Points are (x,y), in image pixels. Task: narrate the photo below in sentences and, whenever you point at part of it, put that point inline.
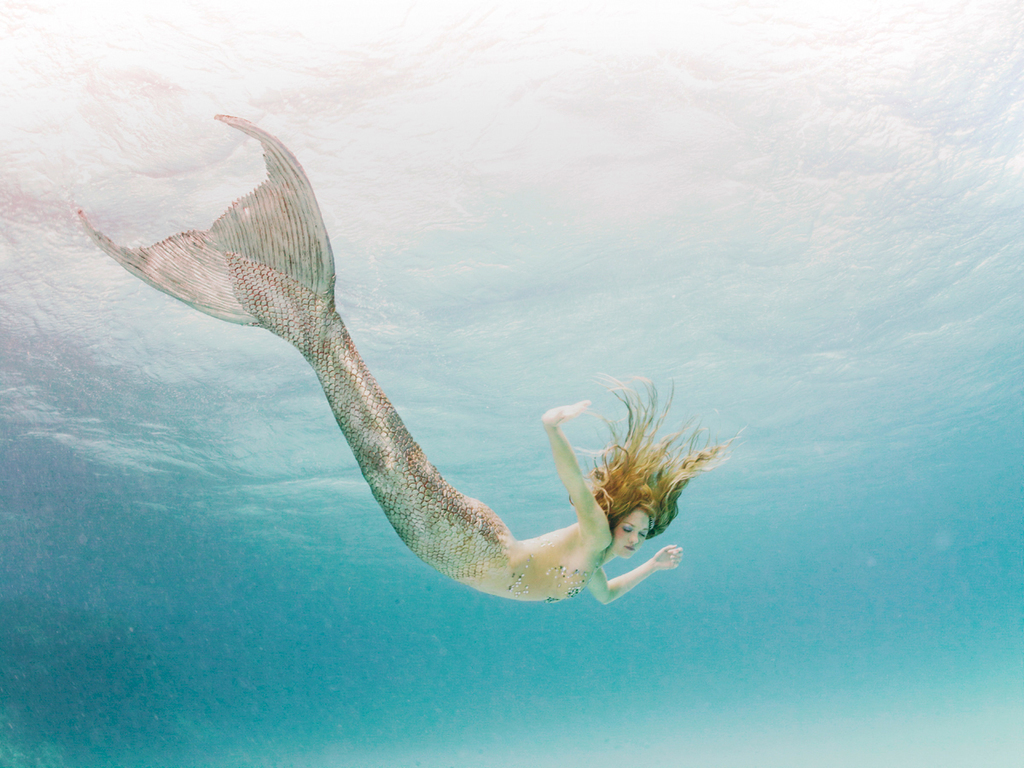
In this image I can see the mermaid (421,526) in the water (321,428). I can see the water (341,631) is in blue color.
